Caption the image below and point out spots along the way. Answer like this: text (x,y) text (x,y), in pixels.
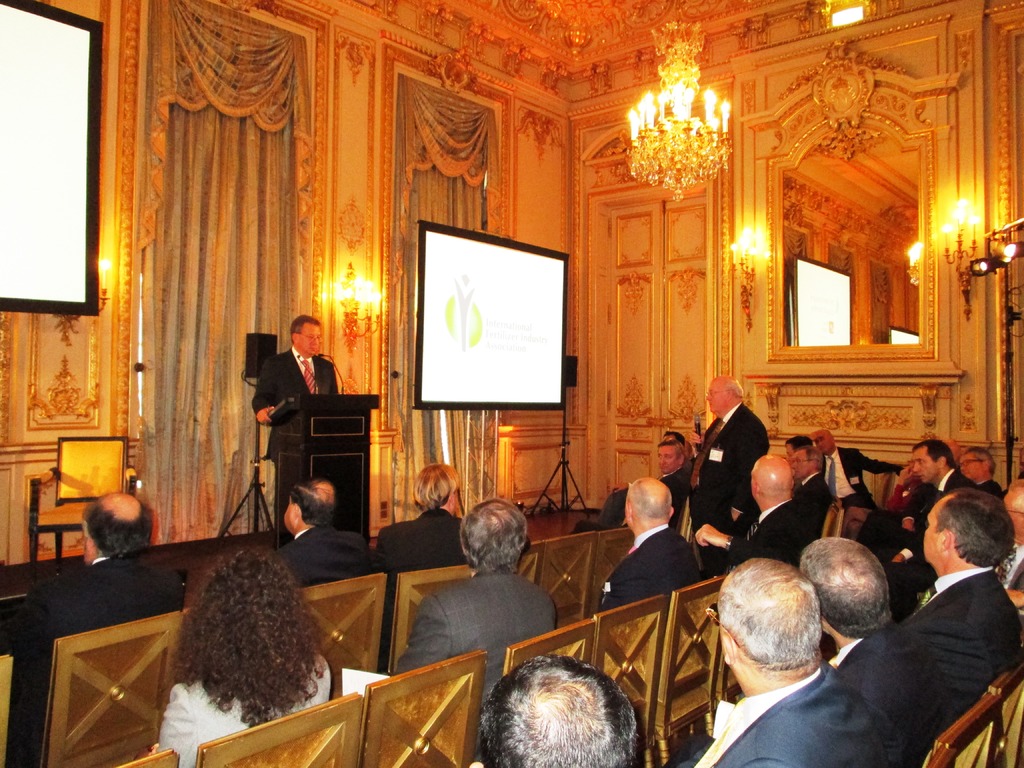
In this image there is a person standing and speaking on the mic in front of him on the podium (303,420), beside him there is a chair (67,488) and a screen (525,367), behind him there are speakers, screen (452,232) and curtains (445,219) on the wall (376,251). In front of the person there are a few people (523,600) seated in chairs (591,533) and there is a person (724,485) standing, behind them there are lamps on the stand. At the top of the image (629,140) there is a chandelier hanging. On the wall (581,114) there is a mirror (847,237).
